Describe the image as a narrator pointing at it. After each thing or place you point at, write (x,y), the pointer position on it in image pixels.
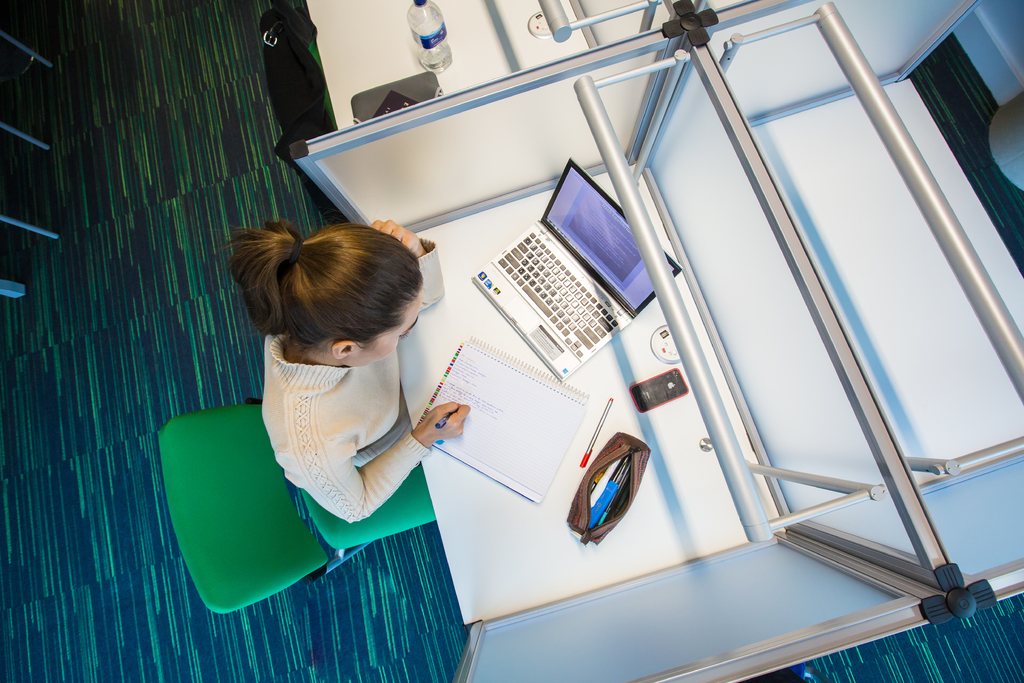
This picture is clicked in the office (218,321). The woman (258,235) in the white jacket (321,434) is sitting on the green chair (312,501). In front of her, we see a table (472,532) on which mobile phone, a pouch (581,498) containing pens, laptop (597,334) and book (560,431) are placed. She is holding a pen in her hands (455,417) and she is writing something on the paper (497,401). Beside her, we see a cabin (377,72). There is a water bottle (420,20) placed on the table (456,61).
